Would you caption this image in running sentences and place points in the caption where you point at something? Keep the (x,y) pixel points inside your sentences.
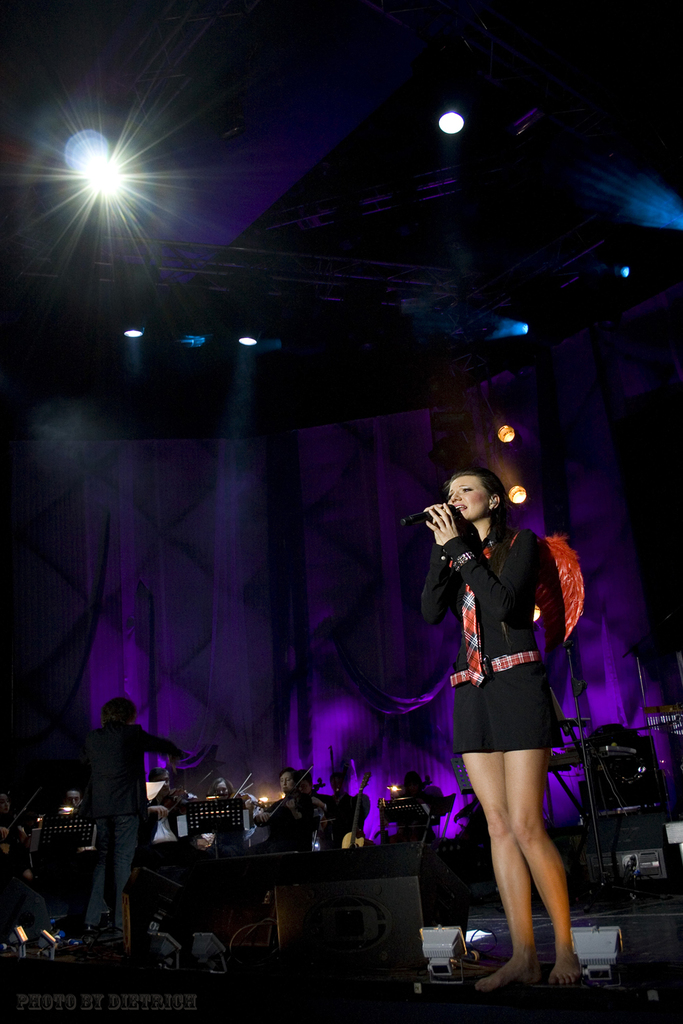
At the right corner of the image (493,698) there is a lady (494,679) with black dress (494,679) is standing and holding the mic (456,510) in her hands (434,514). Behind her in the background (295,839) there are many people (306,811) sitting and playing musical instruments (272,798). Also there is a man (93,923) with black dress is standing. On the stage (325,974) there are speakers (333,967). In the background (225,652) there is a violet color lighting (245,519). At the top of the image (86,201) there are rods (48,263) also there are lights (93,178).
